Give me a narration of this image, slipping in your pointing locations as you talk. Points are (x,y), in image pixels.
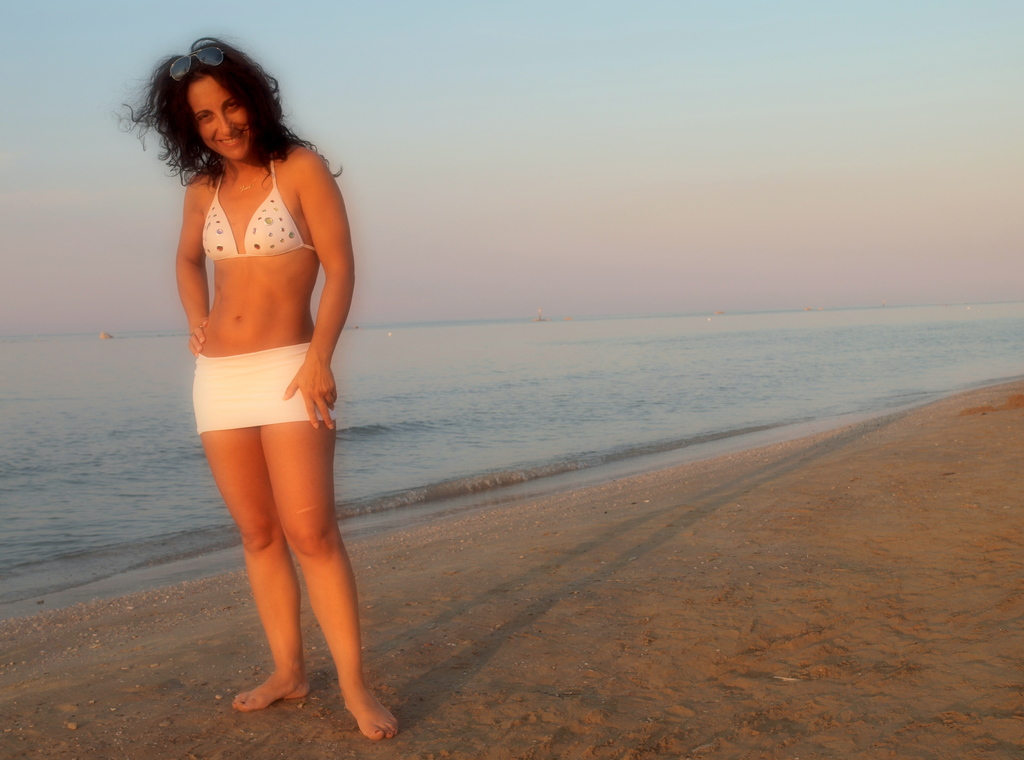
In this image there is a woman (248,449) standing and smiling, there is water (625,359), and in the background (979,226) there is sky (534,216).
